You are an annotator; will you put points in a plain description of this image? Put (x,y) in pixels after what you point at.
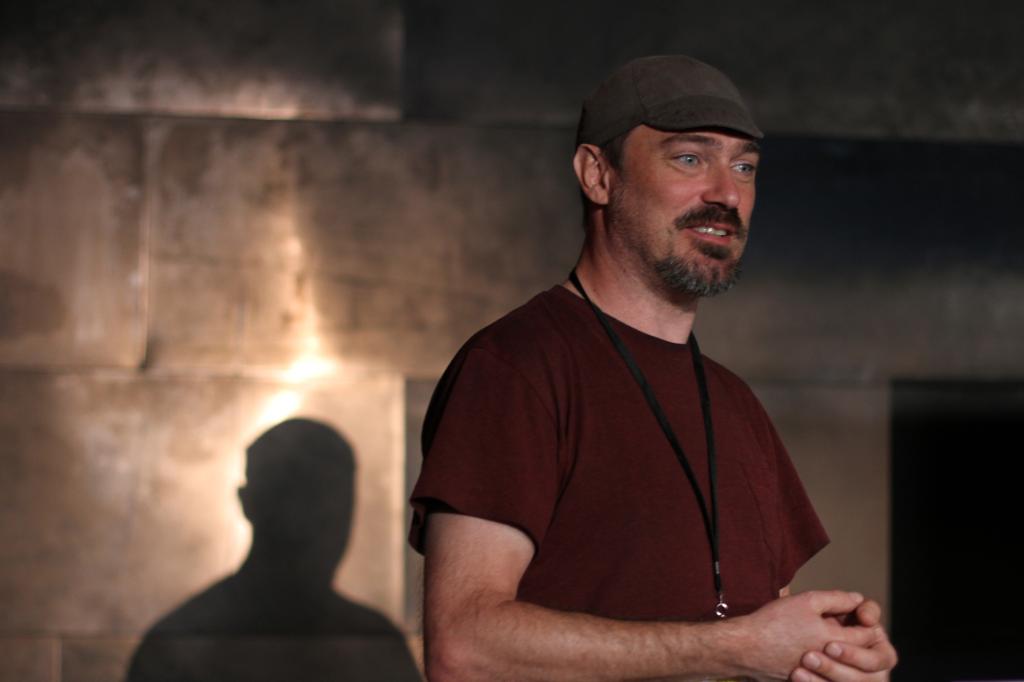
This image consists of a man (716,555) wearing a brown T-shirt (644,503). He is also wearing a cap (628,111). In the background (100,593), there is a wall (80,582) on which we can see a shadow (319,470). On the right (964,552), it looks like a door (937,452).
